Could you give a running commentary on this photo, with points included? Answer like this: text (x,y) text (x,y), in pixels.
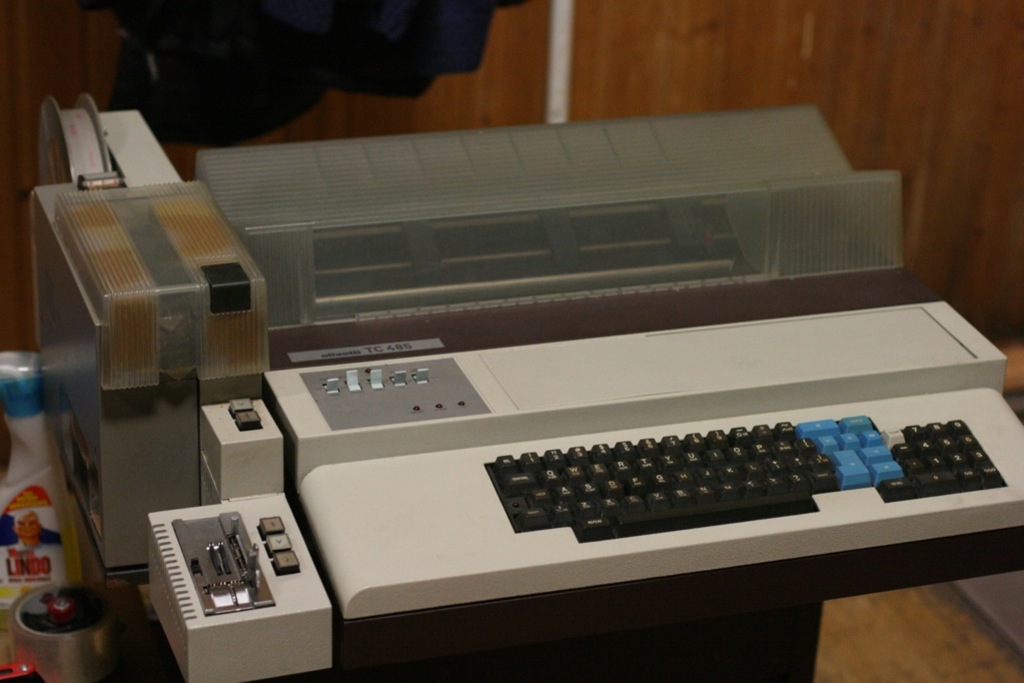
In this picture I can see a typewriter (260,426) and there are some other objects (23,407).
